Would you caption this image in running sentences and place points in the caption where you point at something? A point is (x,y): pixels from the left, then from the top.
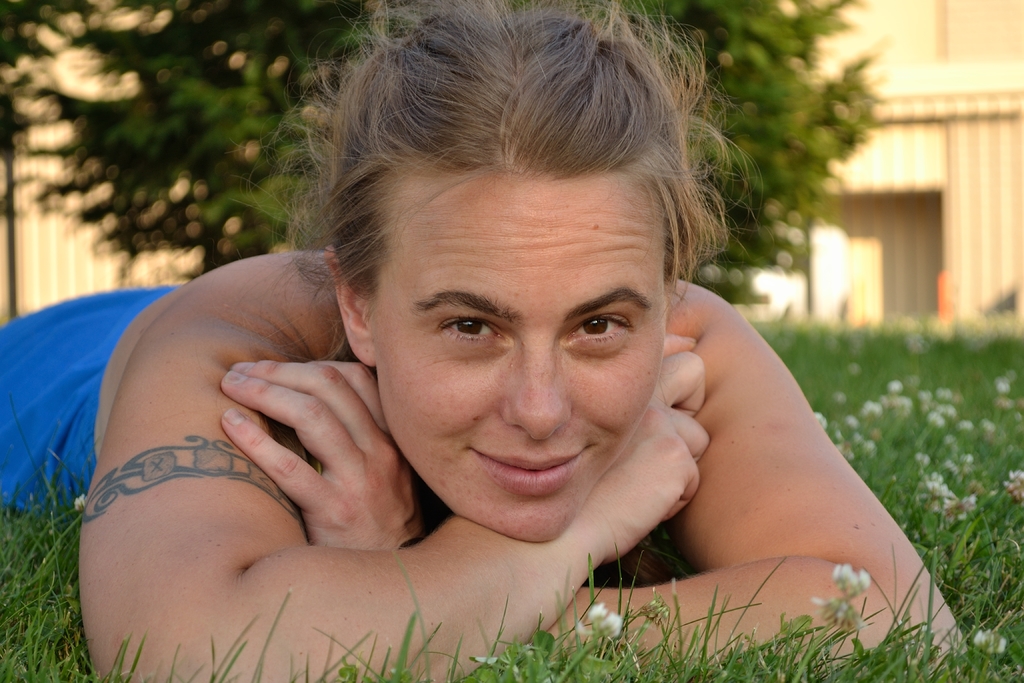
In this picture I can observe a woman (321,414) laying on the ground (852,370). She is smiling. I can observe some grass (861,381) on the ground (920,427). In the background (300,77) there are trees (751,134).
